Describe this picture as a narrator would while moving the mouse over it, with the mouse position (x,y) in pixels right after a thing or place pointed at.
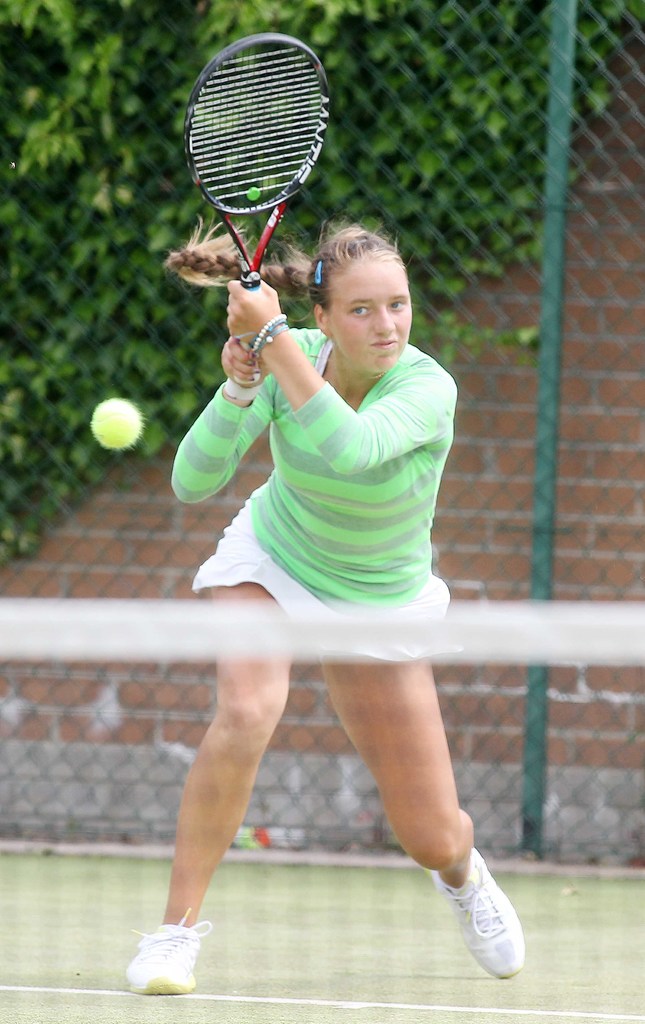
In the image there is a woman (428,451) playing tennis, behind the woman (296,459) there is a mesh (542,317) and behind the mesh (156,140) there are few trees (427,6).
